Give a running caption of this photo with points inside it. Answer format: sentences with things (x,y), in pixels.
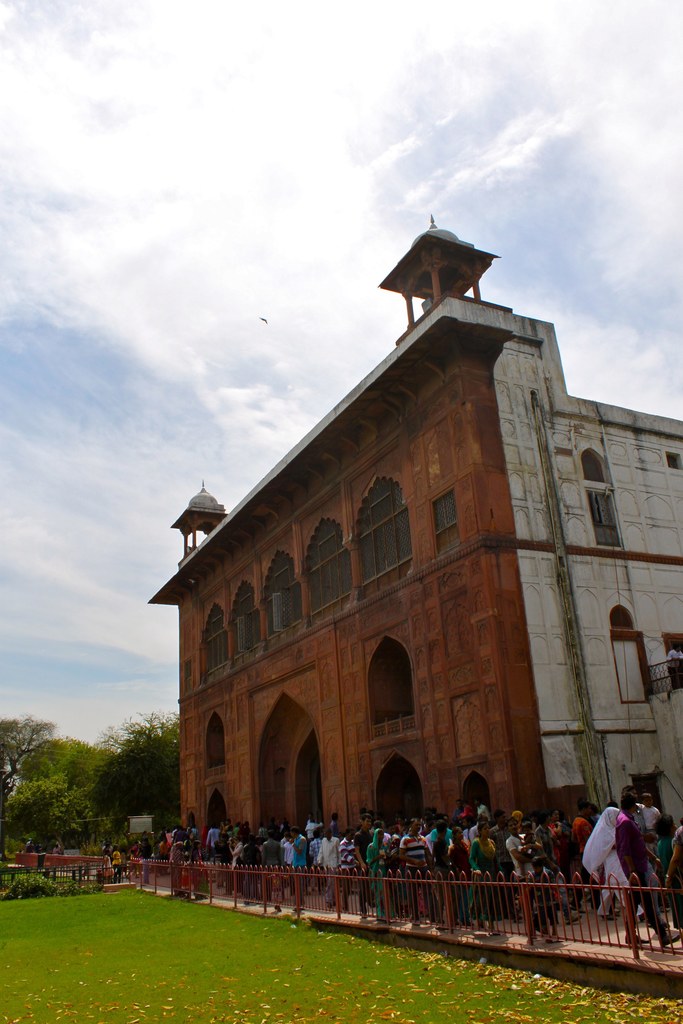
In this image we can see a building (675,758), there are the group of people (351,852) walking on the ground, there are the trees (121,761), there is the grass (187,950), at above the sky (7,665) is cloudy.
